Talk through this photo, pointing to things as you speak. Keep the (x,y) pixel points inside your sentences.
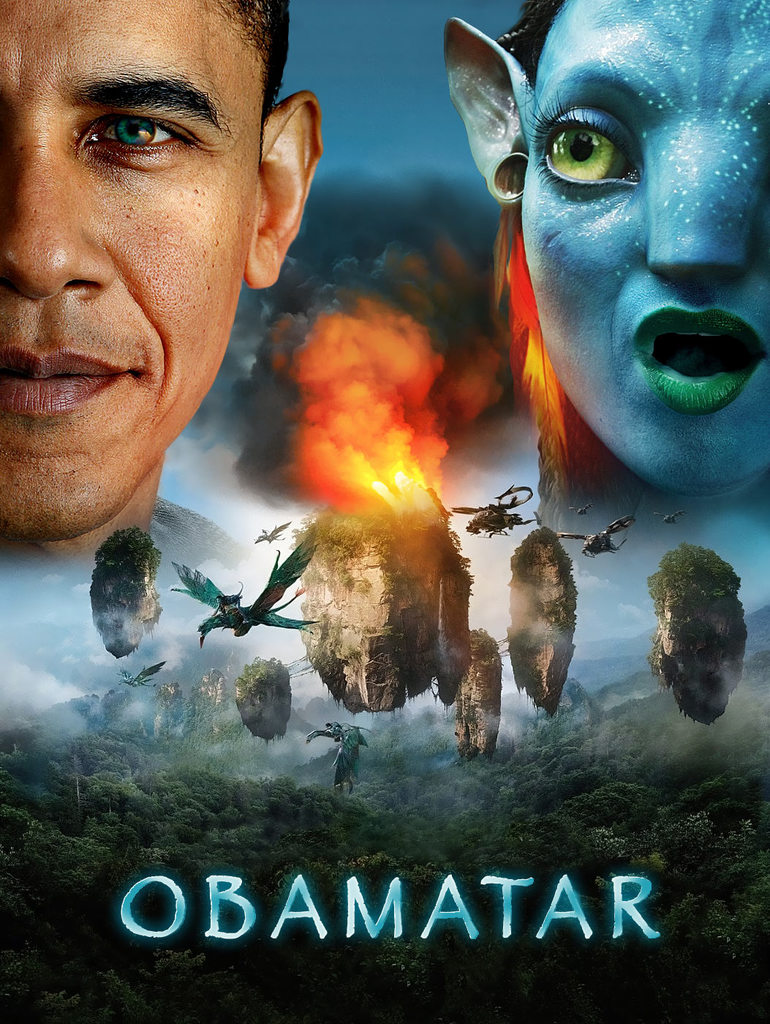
In this image, we can see a person face (189,266) in the top left of the image (128,301). There are rocks (511,585), birds (261,595) and helicopters (631,519) in the middle of the image (473,663). There is a text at the bottom of the image (647,933). There is an alien face (551,350) in the top right of the image (653,222).
